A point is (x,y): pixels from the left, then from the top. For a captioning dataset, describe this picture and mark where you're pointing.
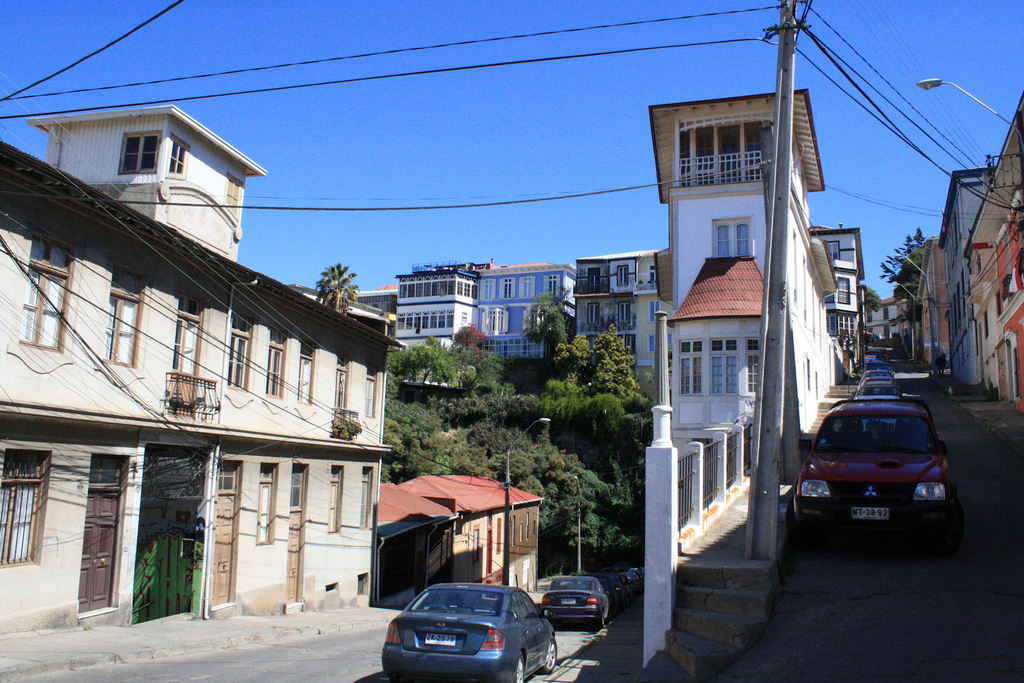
In this image we can see these cars (873,519) are parked on the side of the road (815,560), current pole (784,199), wires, buildings (40,337), stairs (719,621), trees (465,397) and the blue color sky (649,169) in the background (488,167).
